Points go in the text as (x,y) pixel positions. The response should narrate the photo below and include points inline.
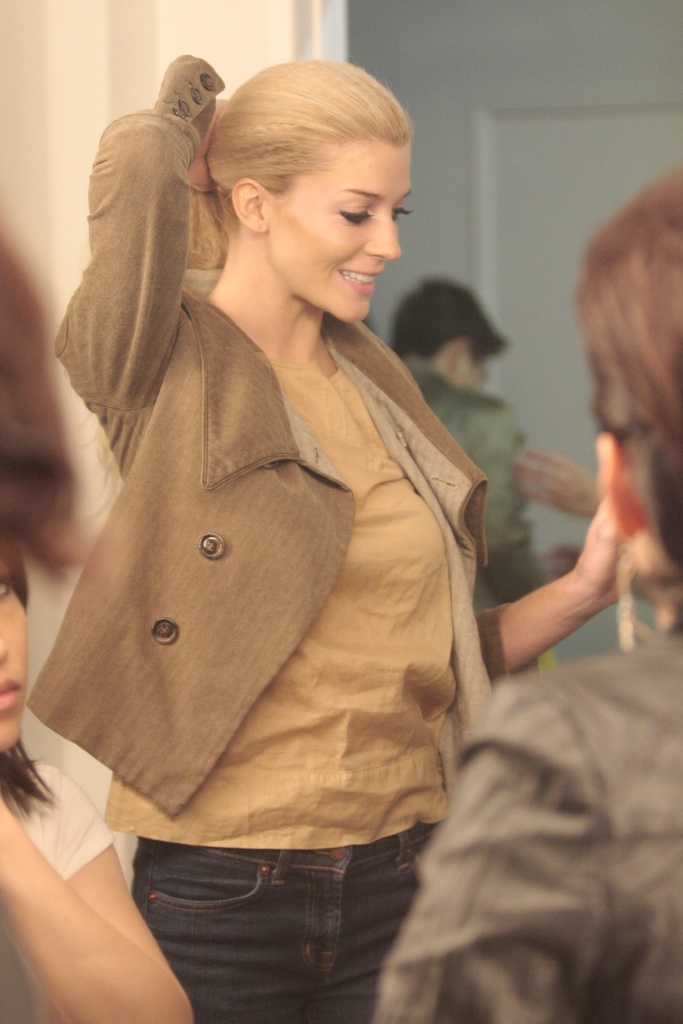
Here we can see a woman (245,441) and she is smiling. There are few persons (680,766). In the background (540,93) we can see wall (79,22).
